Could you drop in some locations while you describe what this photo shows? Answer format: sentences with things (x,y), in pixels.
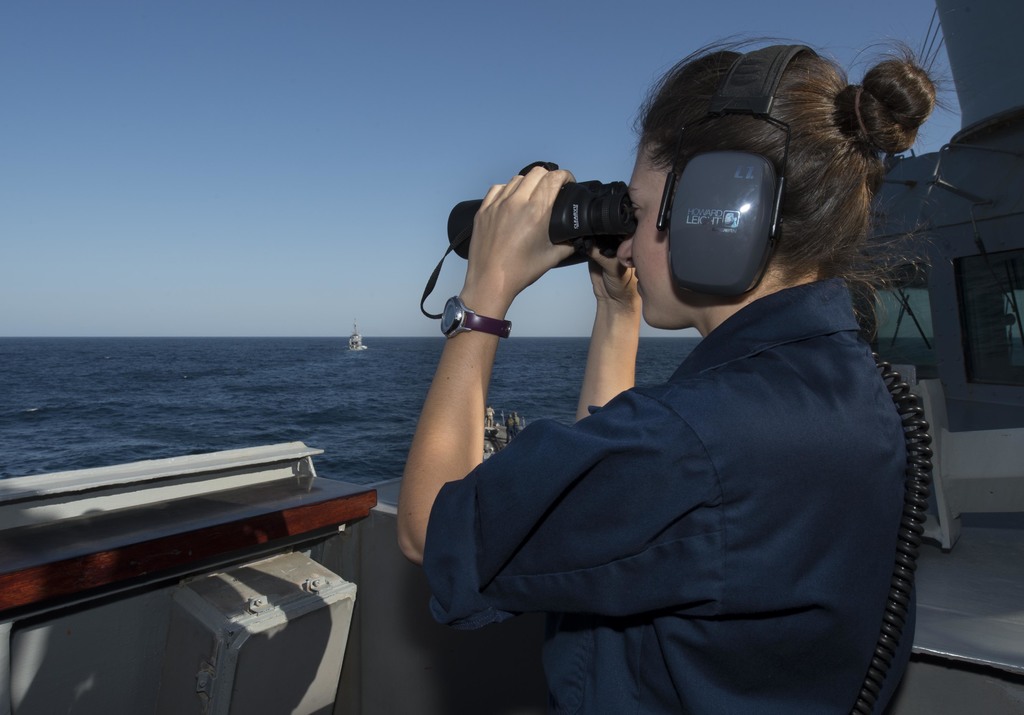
In this image we can see a woman (731,616) is standing in a ship (198,659). She is wearing a uniform (655,457), headset (772,199), watch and holding binoculars (612,208) in her hand (500,261). In the background (265,359), we can see an ocean (279,358). At the top of the image (349,101), we can see the sky (257,150).
